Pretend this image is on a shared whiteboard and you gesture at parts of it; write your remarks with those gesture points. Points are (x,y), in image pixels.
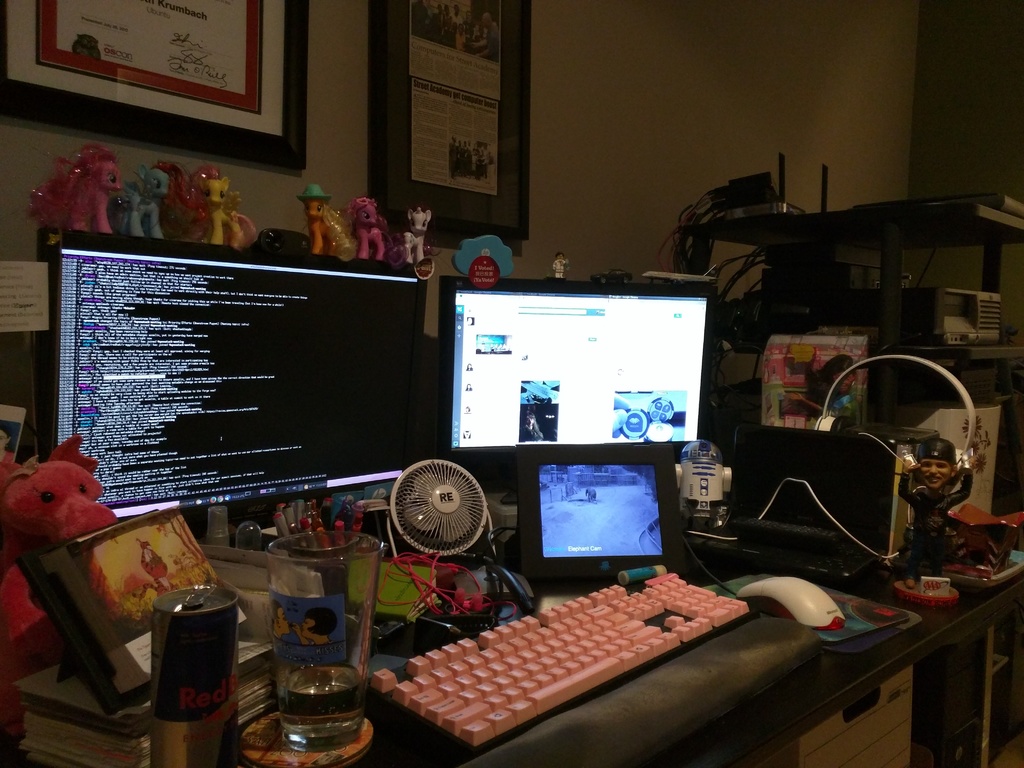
This is a room (537,646). In this room (594,688) there is a table (663,703). On the table (677,703) there are computers (408,361), fan (408,495), glass (297,582), photo frames (91,557), can (180,659), keyboard (569,652), mouse (797,608), mouse pad (835,597), headphones (963,387), and many other items (793,414). In the wall (543,60) there are photo frames (439,82). There is a cupboard (900,289). On the cupboard (746,218) there are some wires (710,207). Also there are some toys (243,242) kept on the monitor (148,248) and table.
